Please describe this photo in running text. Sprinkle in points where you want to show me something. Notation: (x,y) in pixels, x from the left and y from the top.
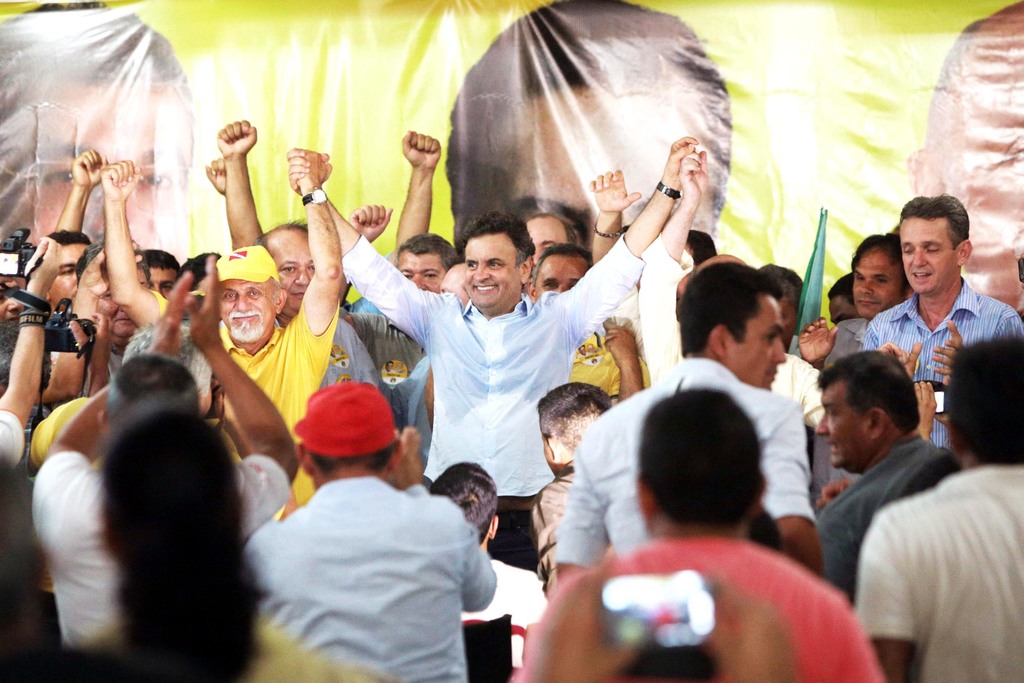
In this picture I can see many people (451,284) who are standing on the ground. At the bottom (1001,620) I can see some people (986,610) who are holding the camera (693,659) and mobile phones (707,609). In the back (787,69) I can see the banner (834,141).
